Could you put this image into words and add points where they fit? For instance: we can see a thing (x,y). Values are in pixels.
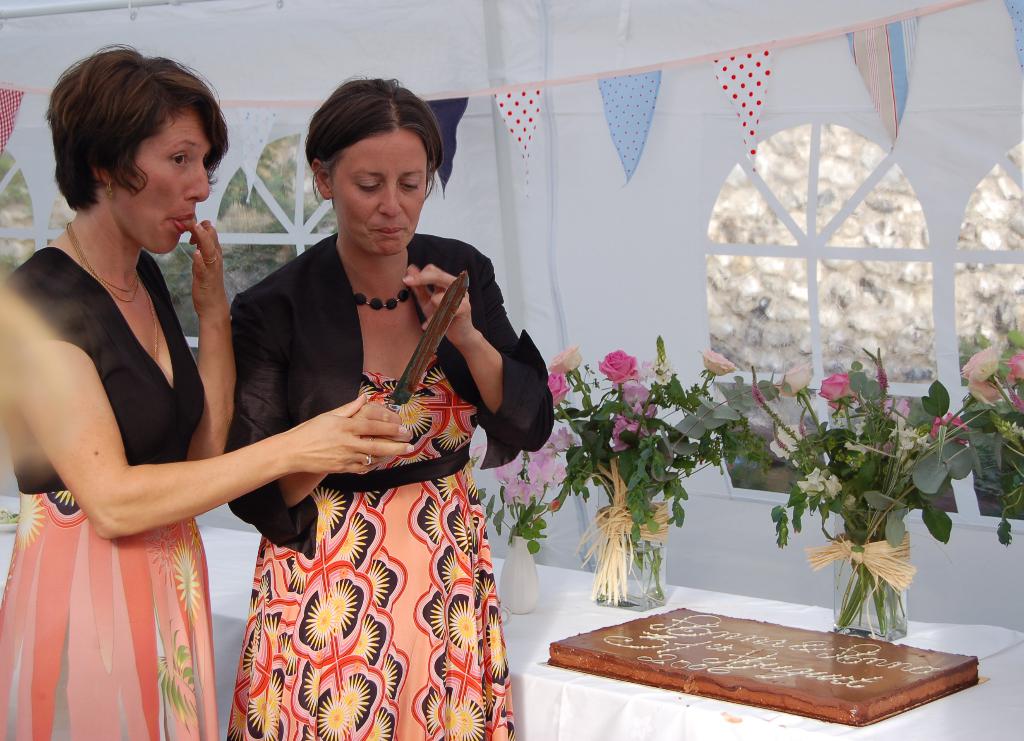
Here we can see two women (261,442) and she is holding a knife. There is a table (622,691). On the table (946,737) we can see a cloth (1001,695), flower vases (512,496), and a cake (753,635). There are flags (506,113) and windows (808,279). In the background (539,273) we can see a wall (859,312).
